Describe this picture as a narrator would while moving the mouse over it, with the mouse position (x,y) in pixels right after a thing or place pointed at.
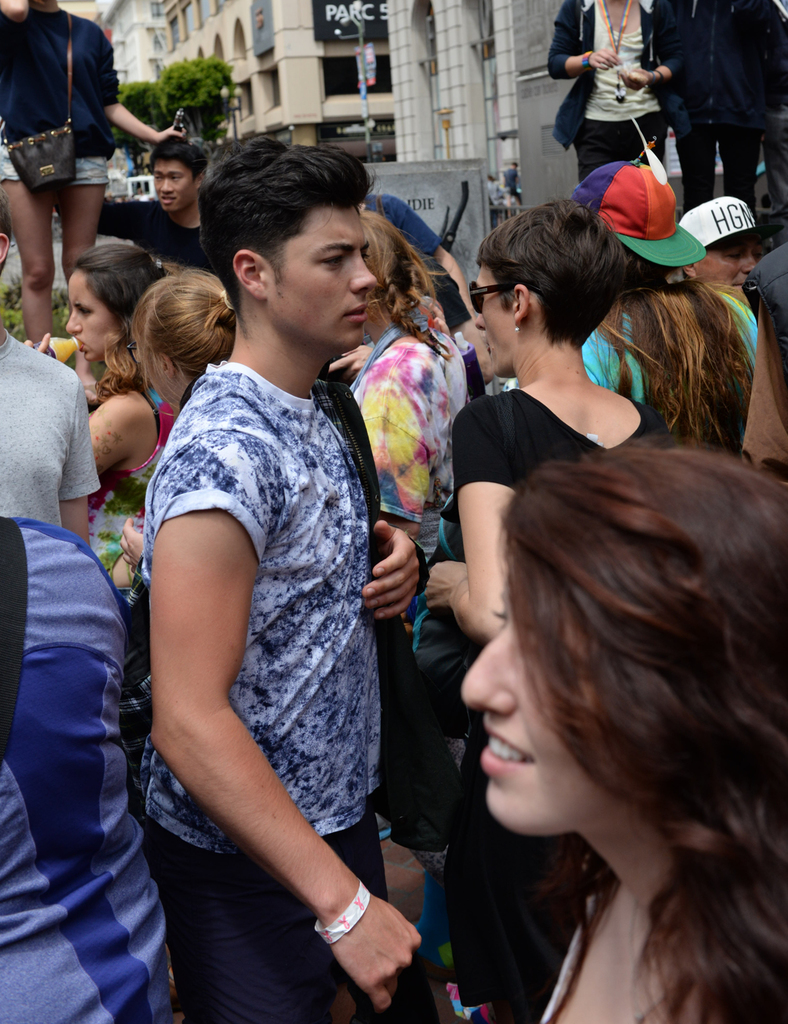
The picture shows about the group of girls (535,504) moving on the road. In the center (290,574) we can see a boy (258,601) wearing blue and white color t-shirt (313,584) with backpack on the back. Behind we can see brown color building (293,77) and some trees (191,94).
